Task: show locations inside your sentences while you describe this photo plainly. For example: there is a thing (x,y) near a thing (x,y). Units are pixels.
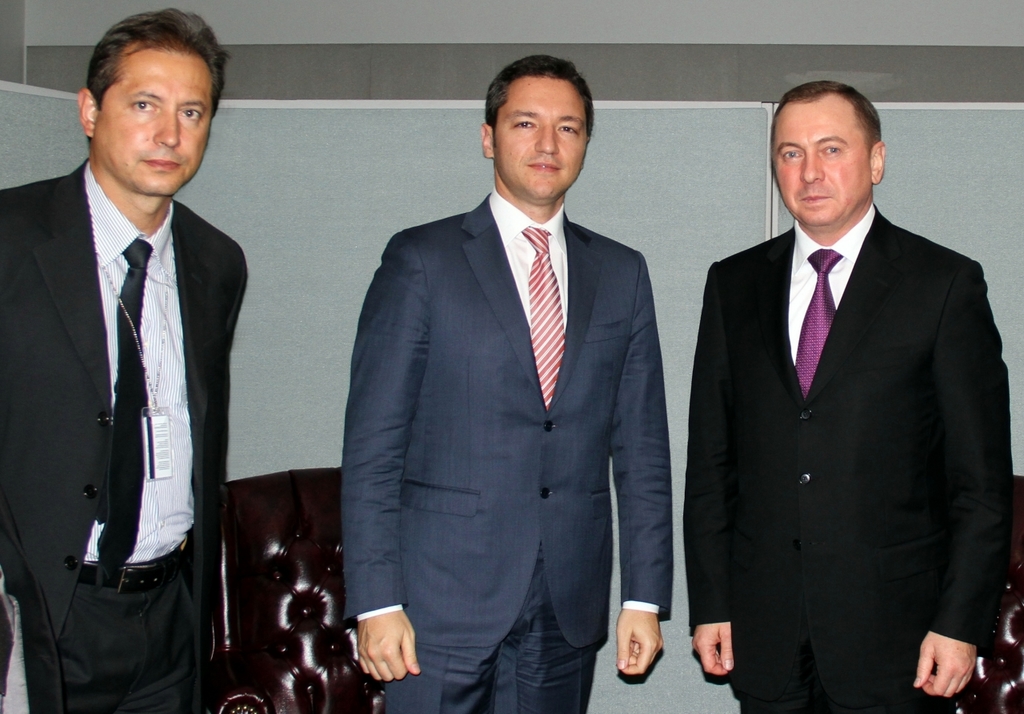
There are three persons (377,395) standing and they are wearing ties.
